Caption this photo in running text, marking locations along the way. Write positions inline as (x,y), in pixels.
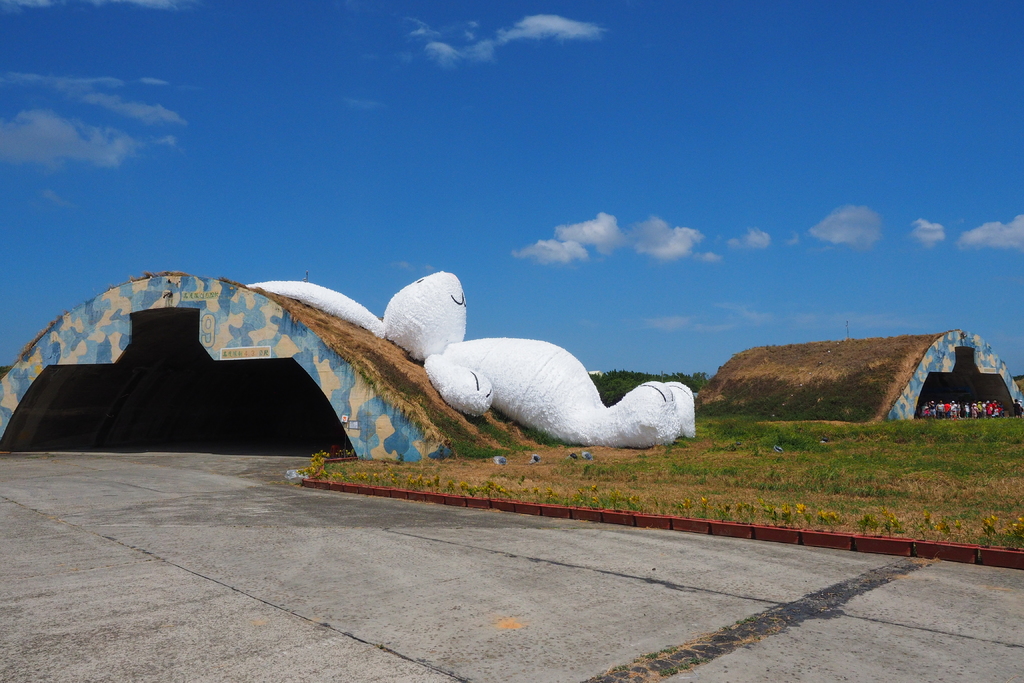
This image is taken outdoors. At the top of the image (140,150) there is a sky (392,190) with clouds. At the bottom of the image (264,595) there is a floor (167,528) and there is a ground (824,501) with grass (870,490) on it. On the left side of the image (232,418) there is a hangar (310,349) and there is a rabbit sculpture (455,341) on the hangar (341,338). On the right side of the image (820,406) there is another hangar (906,391) and there are a few people (947,407). In the background (695,389) there are a few trees (633,377).
